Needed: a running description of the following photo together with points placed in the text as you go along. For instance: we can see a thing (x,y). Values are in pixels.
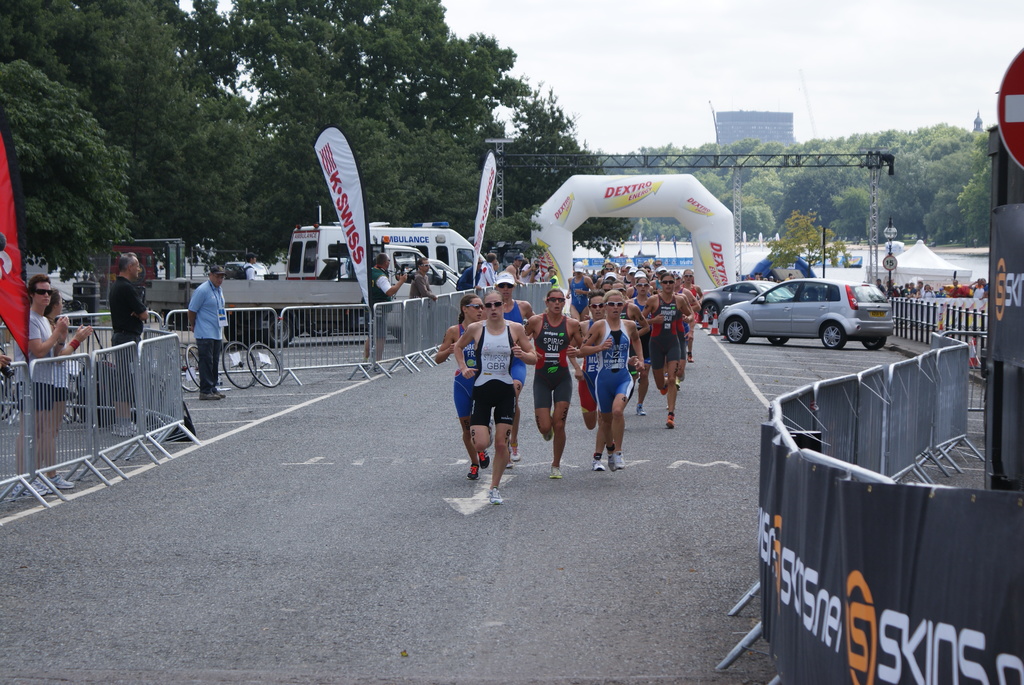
In the middle (654,339) a group of girls (549,302) are running on the road (528,522), in the right side (831,324) few cars (784,303) are parked in it. In the left side (210,78) there are green trees (292,144).
